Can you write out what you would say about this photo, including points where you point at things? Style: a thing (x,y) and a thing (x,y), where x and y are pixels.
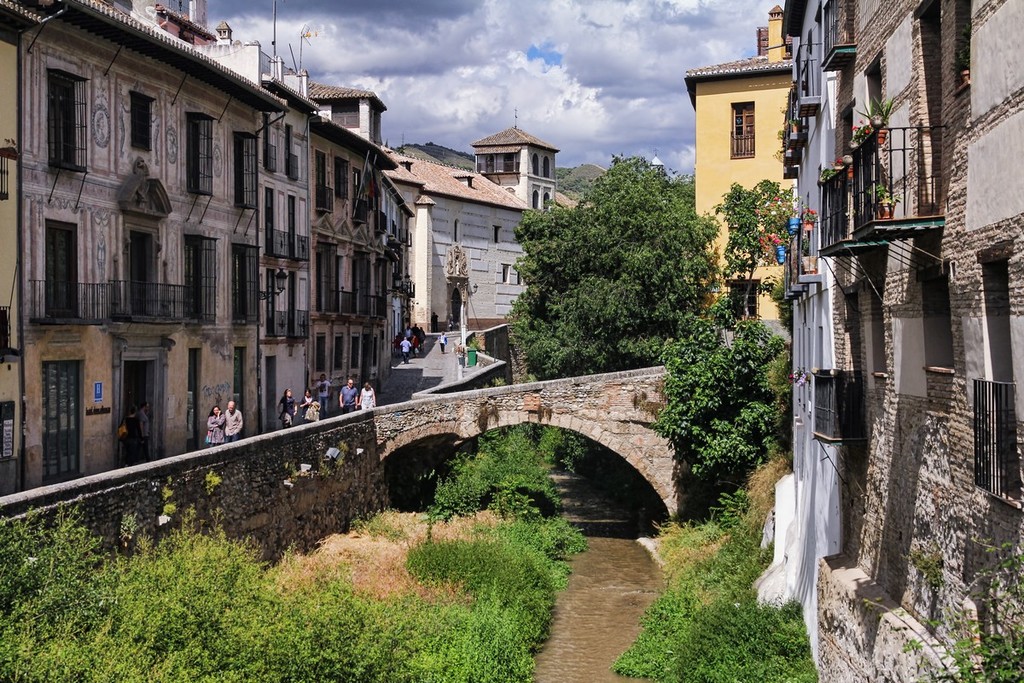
On the right side of the picture (768,613) there are plants (724,574), shrubs (745,411), trees (676,257), houseplants (887,212), buildings (897,331), windows (737,116). In the center of the picture (556,275) there are plants (464,547), shrubs (493,487), trees (551,304), canal (617,540) and bridge (479,401). On the left (138,287) there are buildings (158,301), windows (292,277) and doors (271,310). At the center of the background (315,396) there are people (370,390) walking down the road (423,365). In the center of the background (490,167) there are buildings (478,189) and mountain (567,191). It is a sunny day. Sky (468,70) is cloudy.
